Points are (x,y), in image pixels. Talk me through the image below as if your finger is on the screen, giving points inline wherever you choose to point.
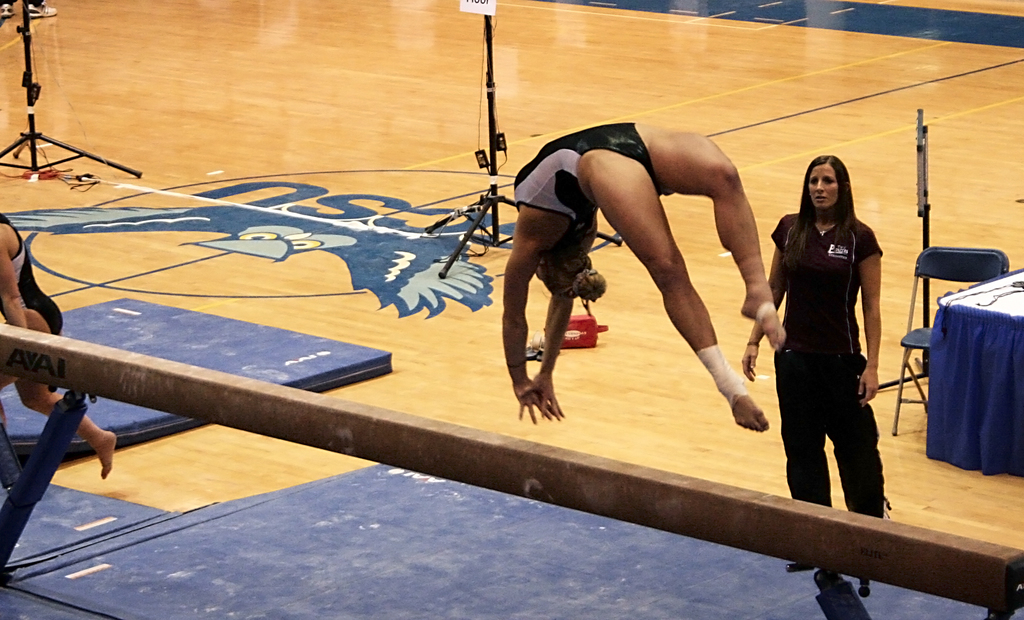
In this image I can see on the right side (813,282) a woman (868,352) is standing, she is wearing a maroon color t-shirt (826,330) and a trouser (852,404). In the middle (563,231) a woman (552,259) is jumping in the air. On the left side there is another woman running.
